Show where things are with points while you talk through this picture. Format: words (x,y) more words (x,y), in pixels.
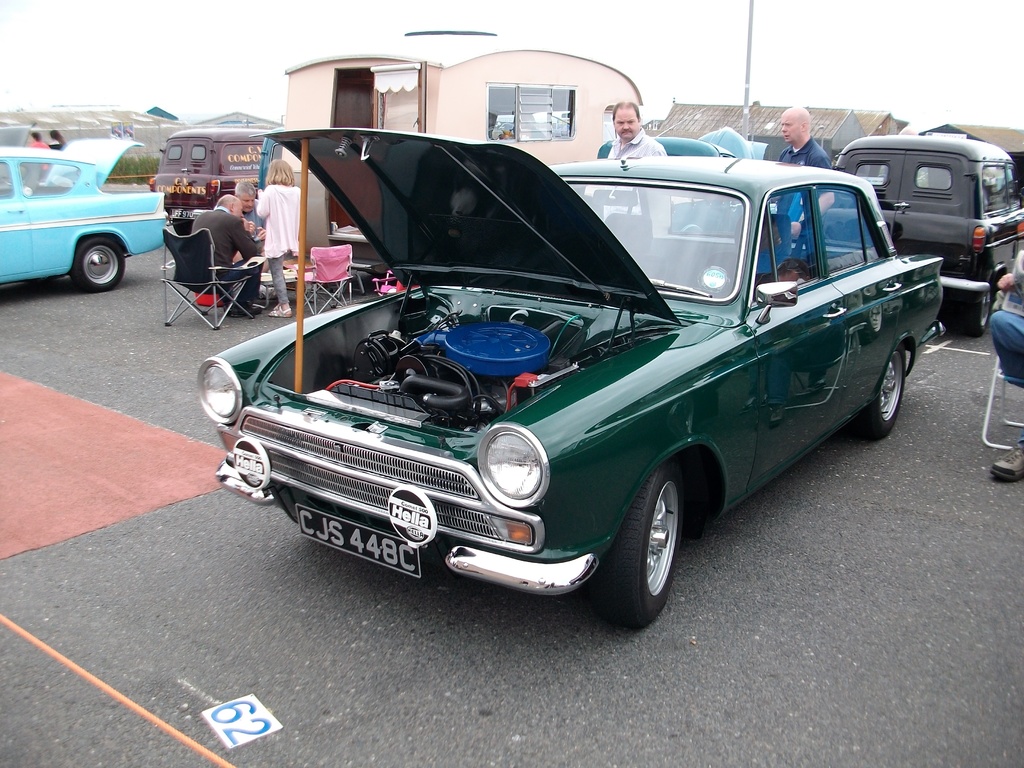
In the middle (506,338) we can see the car (568,418) and back of the car (413,219) we can see some more vehicles (955,181). And we can see the two persons (794,140) were standing. And coming to the right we can see the one person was sitting.
